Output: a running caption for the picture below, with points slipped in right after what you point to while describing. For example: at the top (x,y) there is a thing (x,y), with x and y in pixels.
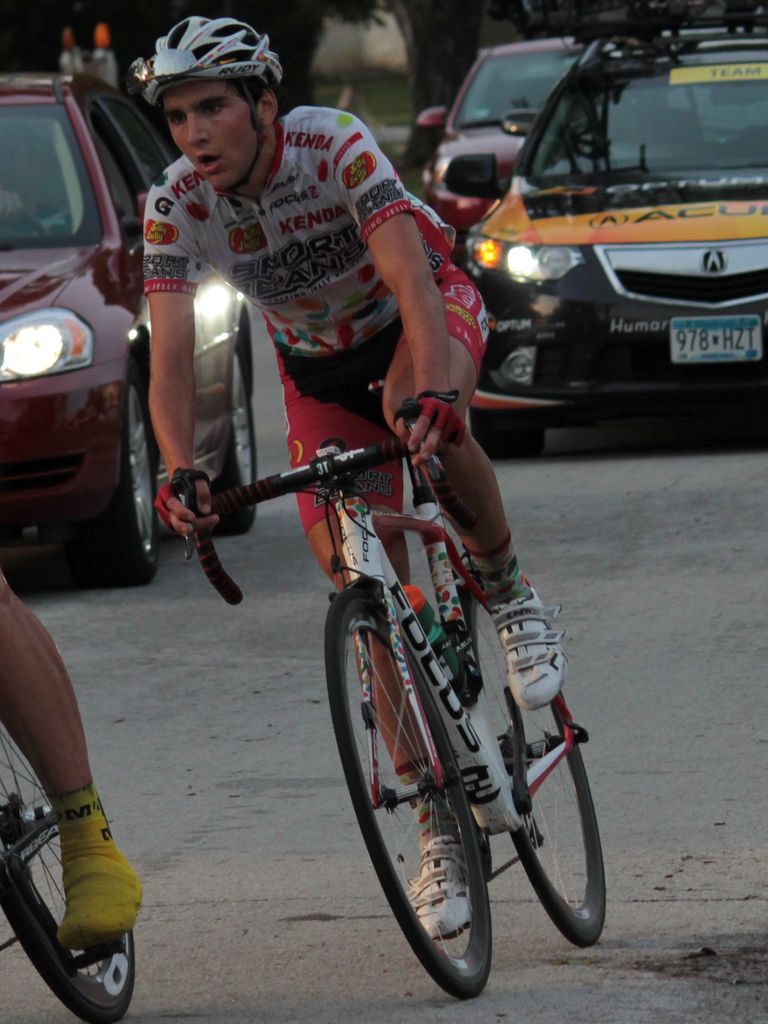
In this picture we can see cars (488,357), few people (354,279) are riding bicycles (6,742) on the road (165,665).
